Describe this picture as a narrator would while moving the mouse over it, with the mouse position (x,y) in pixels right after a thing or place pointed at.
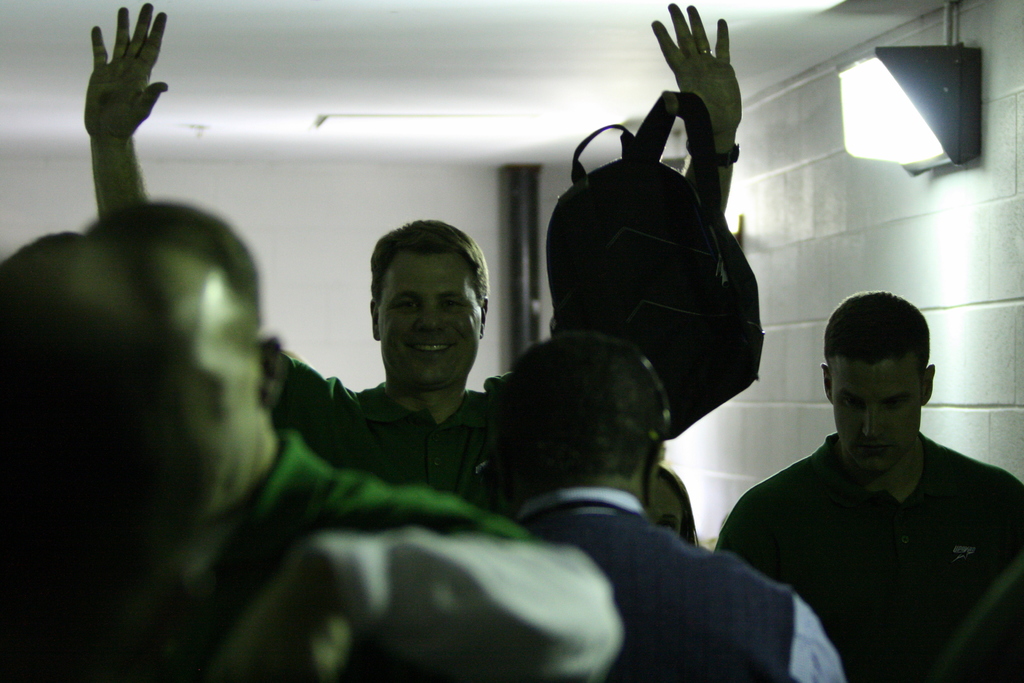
This image is taken indoors. At the top of the image (369,73) there is a ceiling (338,73). In the background (279,220) there is a wall (899,200) and there is a light (889,113). In the middle of the image (347,429) there are few men (614,506) and a man (432,363) is holding a backpack (620,258) in his hand (686,87). He is with smiling face (416,368).
